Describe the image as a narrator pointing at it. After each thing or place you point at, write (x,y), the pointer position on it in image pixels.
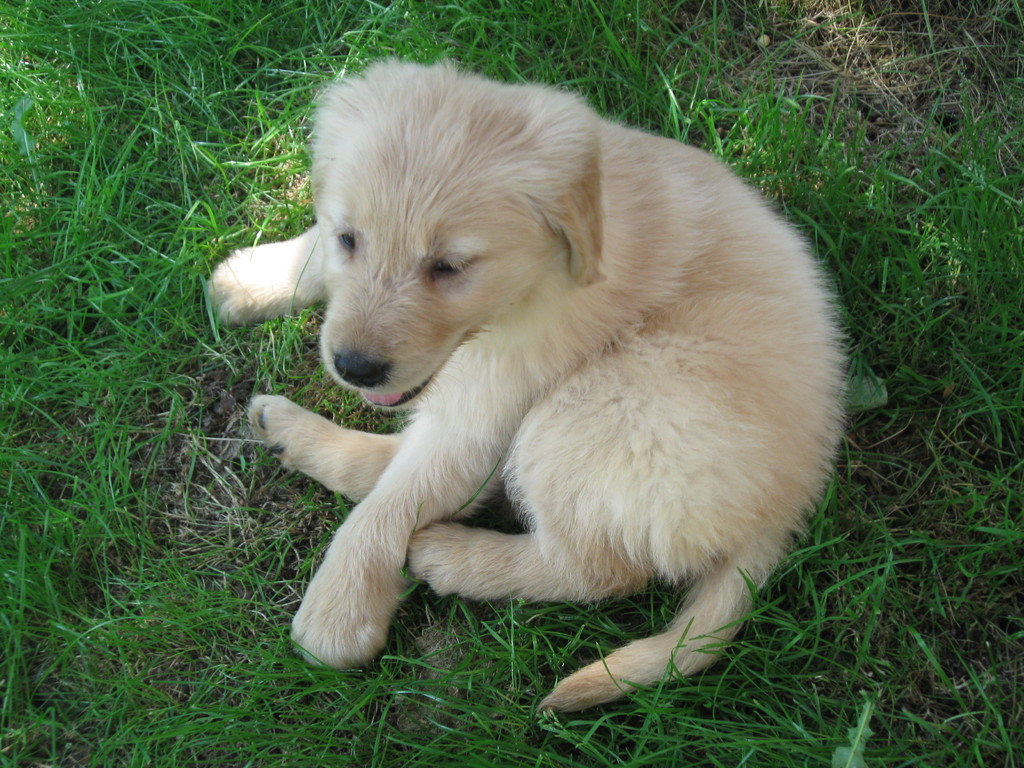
In the image there is a puppy (562,385) laying on grass (310,47).
